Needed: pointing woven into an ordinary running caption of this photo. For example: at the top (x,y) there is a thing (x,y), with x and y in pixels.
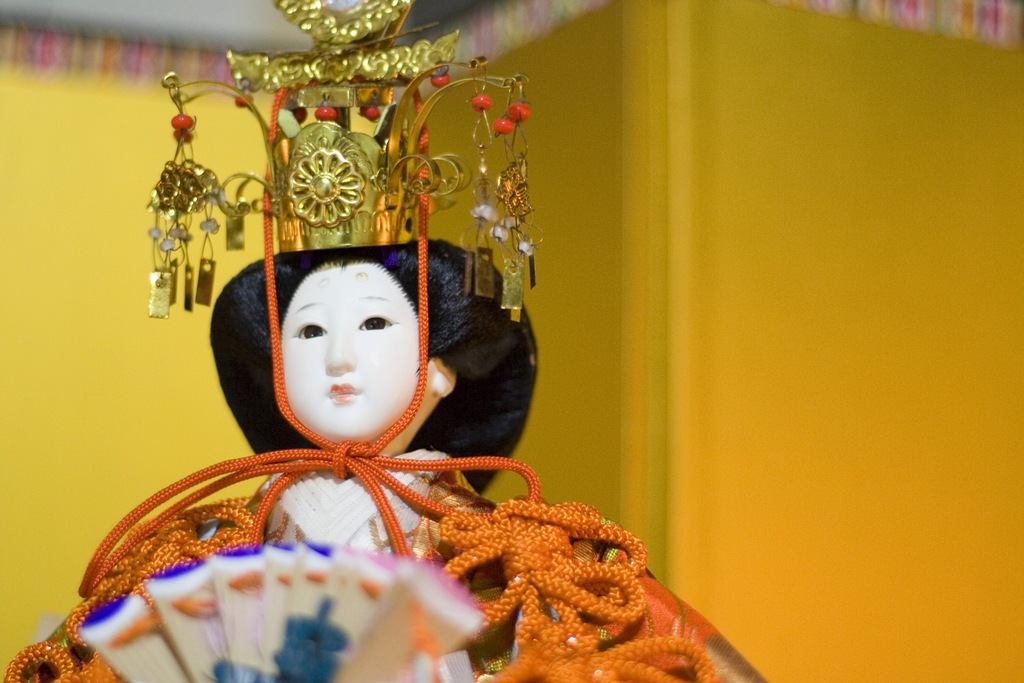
In this picture we can see a doll (351,421) with accessories (231,585). Behind the doll (326,349), there's a wall (733,268).
